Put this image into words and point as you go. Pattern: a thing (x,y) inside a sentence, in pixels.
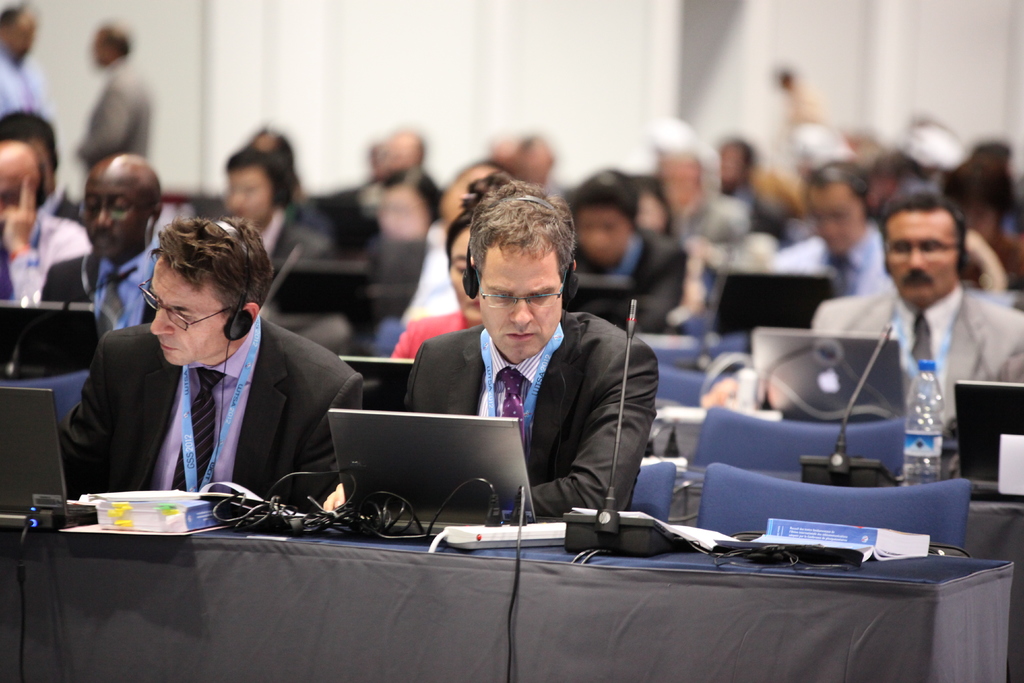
In this image, we can see some tables (616,665), there are some laptops (338,466) on the tables (28,672), there are some people (290,431) sitting and they are wearing headphones (244,320), in the background (102,95) at left side (18,77) there are two persons (22,77) standing.
